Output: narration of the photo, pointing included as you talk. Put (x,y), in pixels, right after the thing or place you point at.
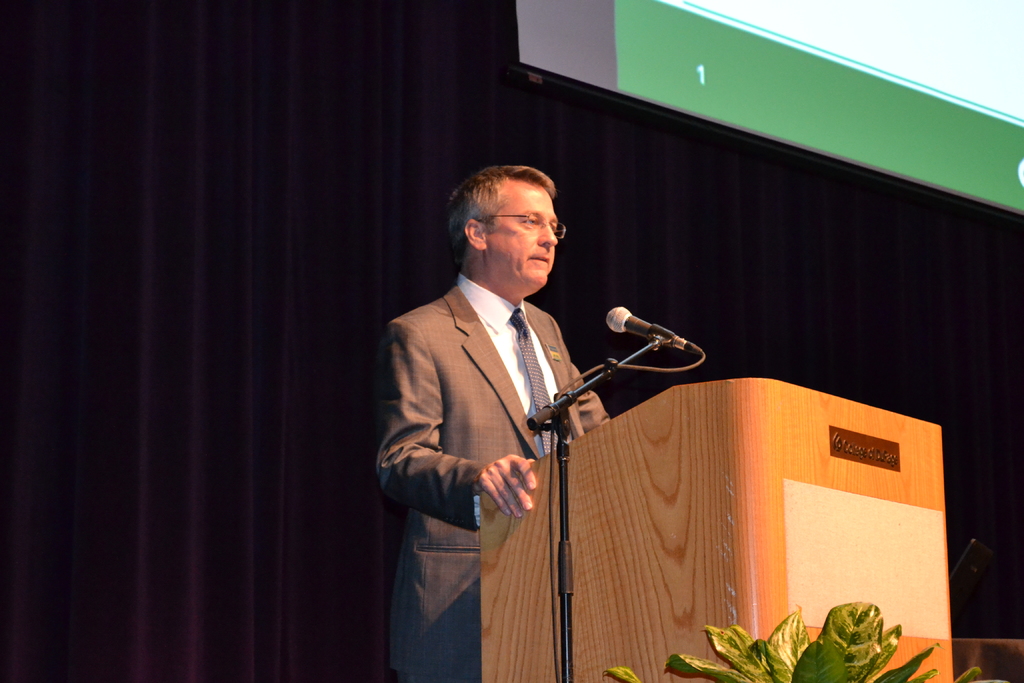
In this image, in the middle (511,405), we can see a man (511,440) standing in front of the podium (700,508). In the middle (662,368), we can also see a microphone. In the background (960,265), we can see curtain (700,265) which is in black color. At the top (778,74), we can see green color, at the bottom (673,670), we can see a plant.
